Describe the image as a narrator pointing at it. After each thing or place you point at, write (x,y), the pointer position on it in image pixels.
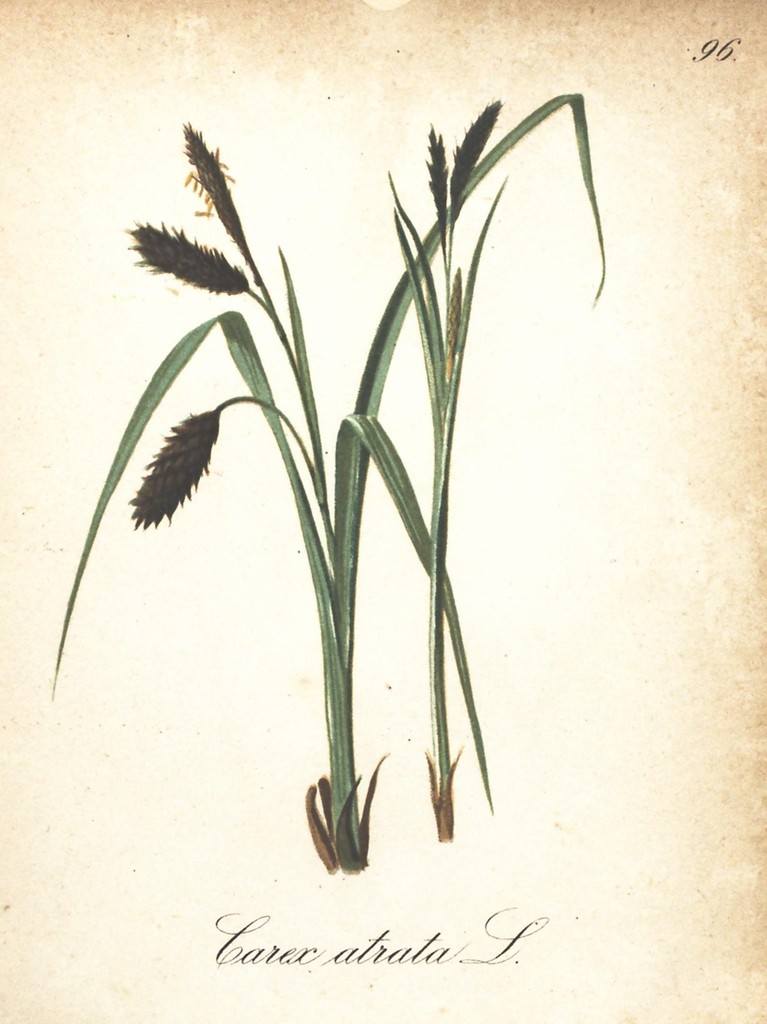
On this page (603,297) we can see a picture (328,868) of plant (360,446). Something written on this page (423,965).
